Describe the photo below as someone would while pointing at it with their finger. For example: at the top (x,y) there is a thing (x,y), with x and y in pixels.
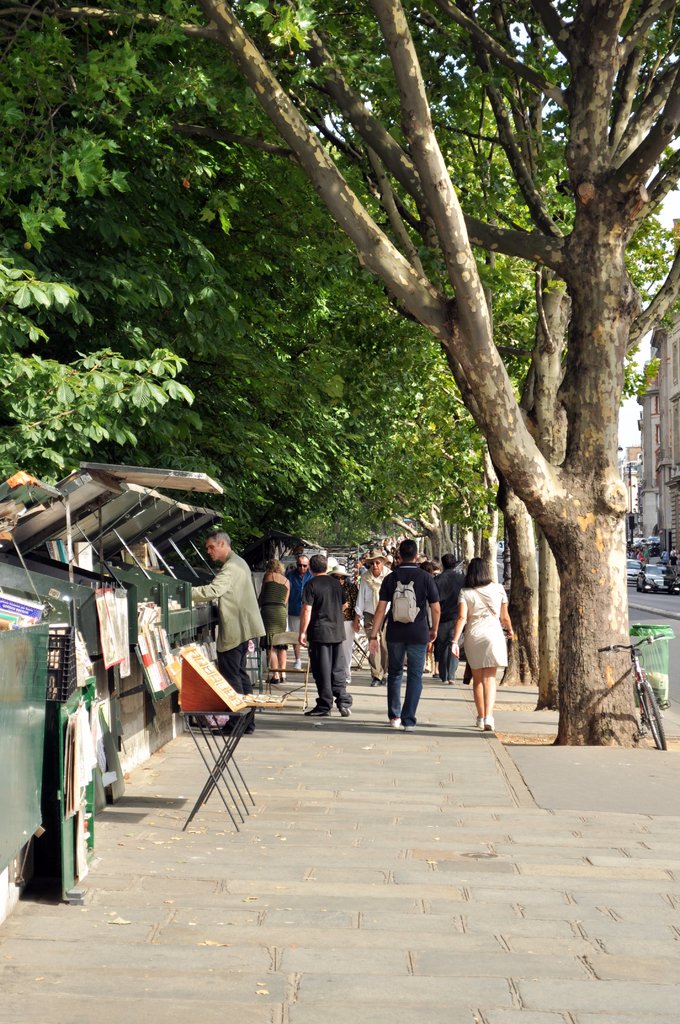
In the picture I can see a few people (472,627) walking on the side of the road (466,719). I can see the trees (346,436) on the side of the road (452,693). There are buildings (666,508) on the right side (667,475) and vehicles (647,572) on the road (674,601).
